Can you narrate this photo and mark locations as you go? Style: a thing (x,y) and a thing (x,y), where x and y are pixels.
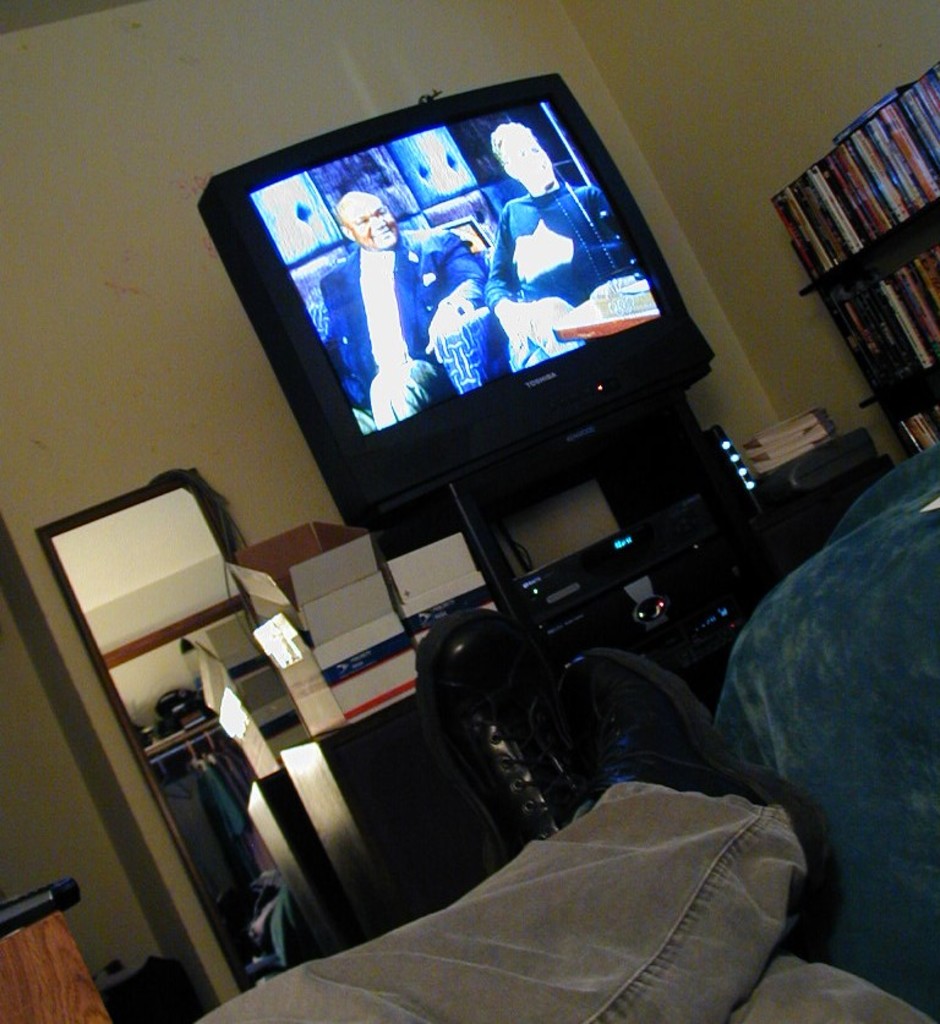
At the bottom of the image (398,1004) there are persons legs (678,940). In the background of the image (37,812) there is wall (57,173). There is a mirror (172,749). There is a TV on the TV stand (429,530). To the right side of the image (927,112) there is a bookshelf (920,381) with books (874,209).
